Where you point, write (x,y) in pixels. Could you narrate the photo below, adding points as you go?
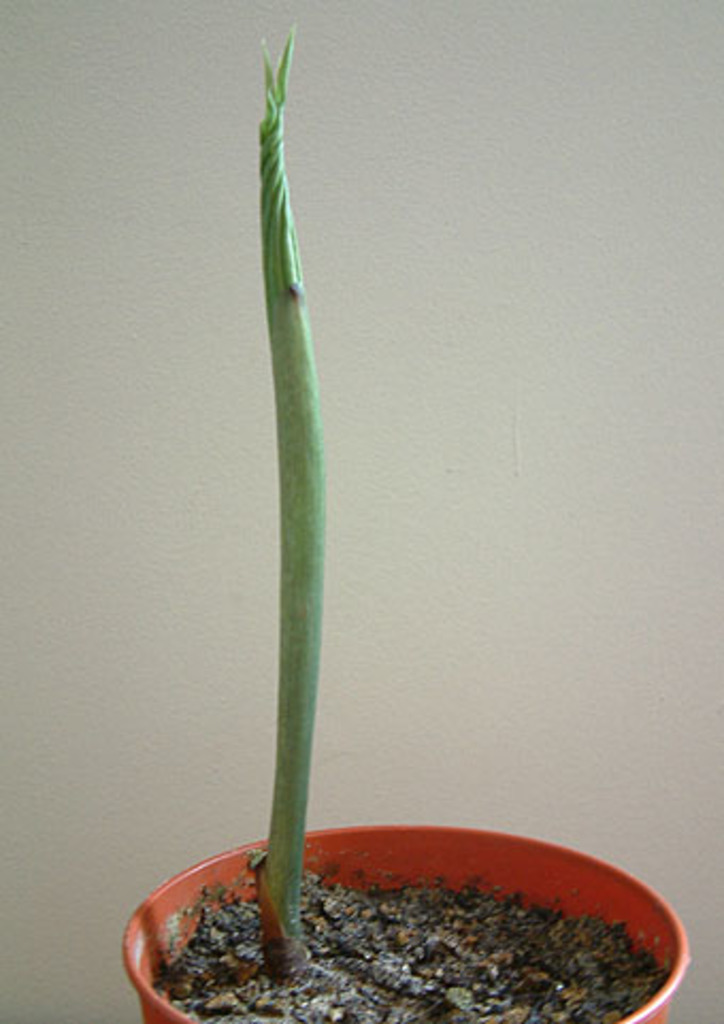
In this image I can see a green plant (282,906) in a pot (216,895). I can also see black soil (387,898) in the pot (173,1013) and in the background (224,830) I can see white colour wall (486,453).
